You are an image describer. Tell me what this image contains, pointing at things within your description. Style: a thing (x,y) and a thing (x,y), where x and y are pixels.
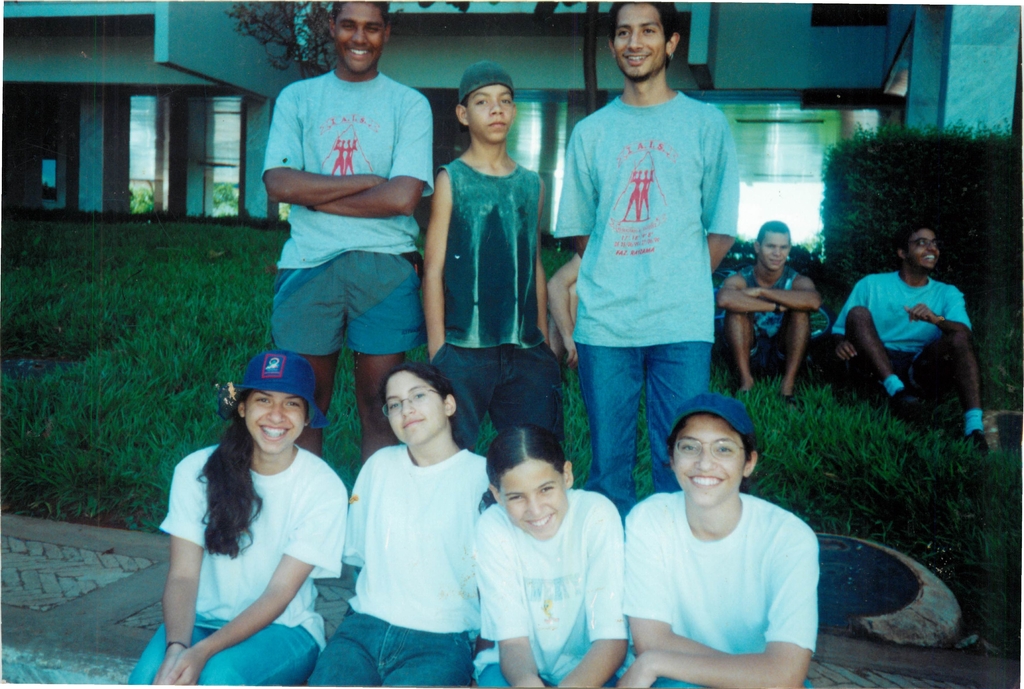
This picture describes about group of people (637,309), few are seated and few are standing, and we can see few people (640,30) are smiling, in the background (224,227) we can find grass (262,265), shrubs (837,228) and houses (440,98).
